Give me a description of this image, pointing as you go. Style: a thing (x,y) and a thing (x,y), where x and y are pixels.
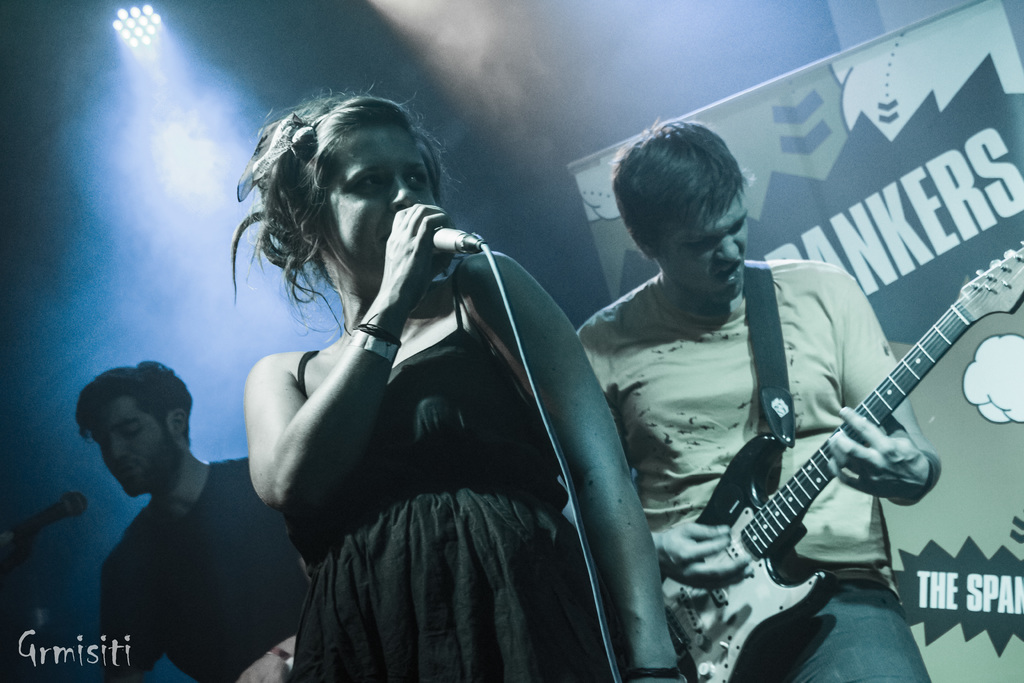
There are three persons (400,414) standing, one person (375,512) is singing song and person (697,342) is holding and playing guitar (793,496). This looks like a banner (943,199) at the background (906,316). This is the show lights (150,37) at the top of the image (130,36).
